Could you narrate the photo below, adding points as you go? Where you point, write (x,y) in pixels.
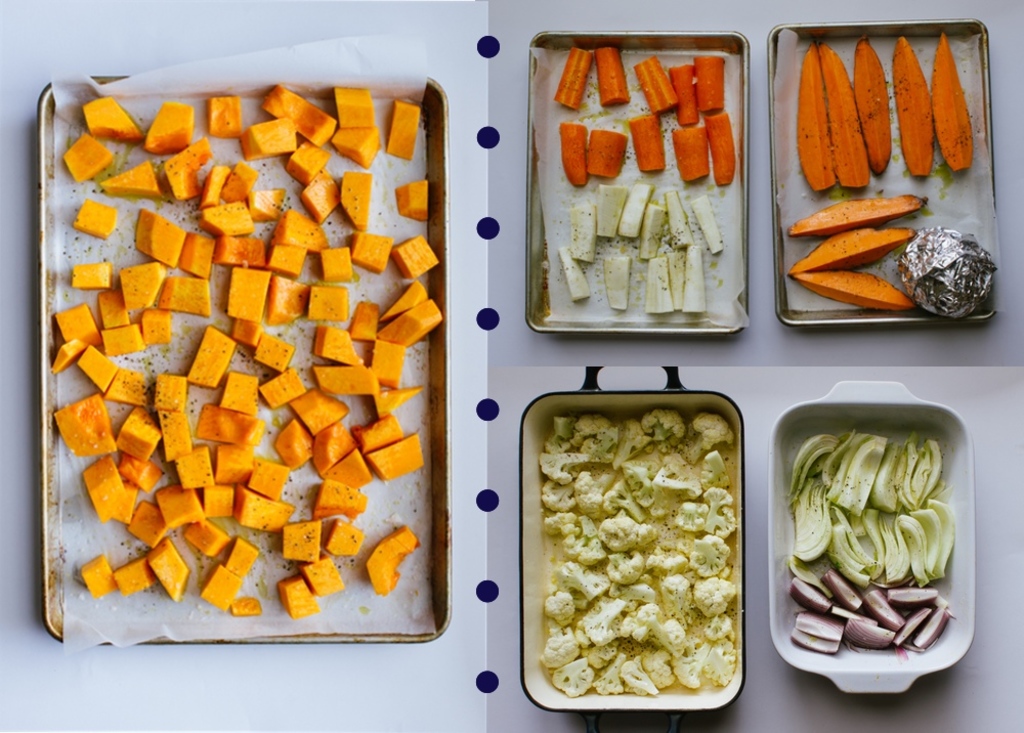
To the left side of the image (186,79) there is a tray (45,213) with white paper (102,239) and an orange color piece of food item (203,295) in it. To the top right of the image (871,118) there are two tray (786,113) with white paper (788,170), in the tray (644,117) there are few carrot pieces (610,137) and some other item pieces (883,94) in it. To the right bottom of the image (723,652) there are two trays (956,449) with cauliflower pieces (652,468) in one tray (708,453) and in other tray (791,439) there are onions (877,620) and some other food item pieces (845,530) in it.
